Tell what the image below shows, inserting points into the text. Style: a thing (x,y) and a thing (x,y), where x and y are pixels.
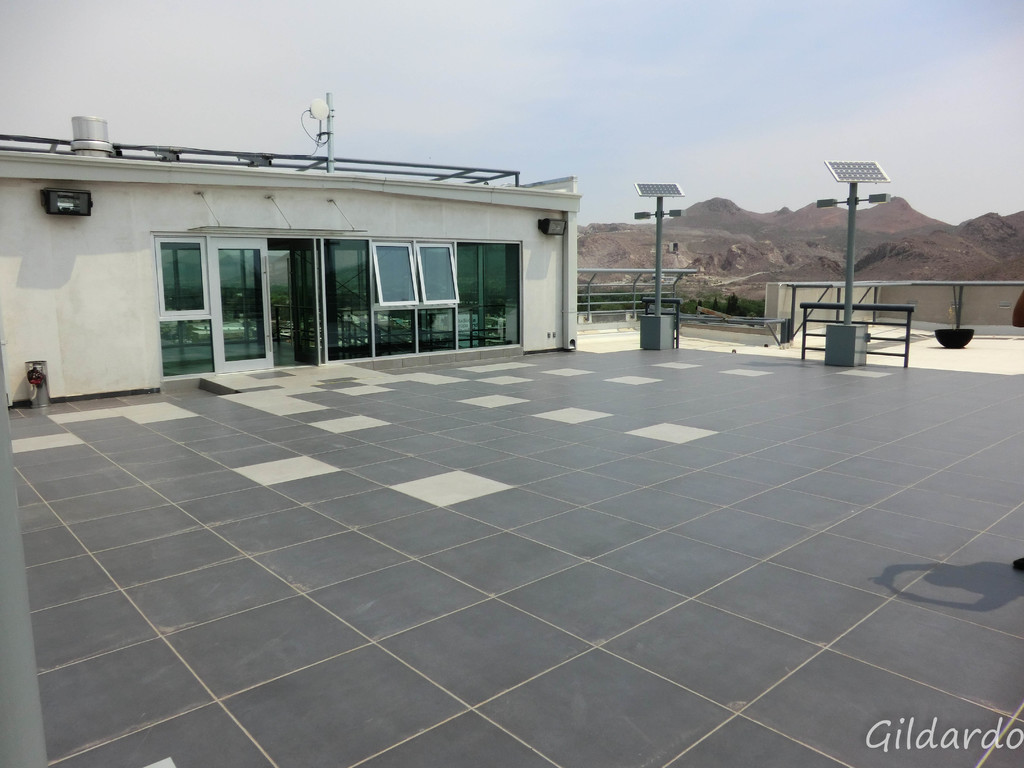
In this image there is the sky (421,79) towards the top of the image (412,33), there are mountains (824,228) towards the right of the image (769,254), there are poles (847,311), there are solar panels (872,178), there is a wall (505,224) towards the left of the image (24,264), there are windows (390,291), there is a door (308,286), there is floor (417,376) towards the bottom of the image (643,583), there is an object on the wall (474,219), there is a person's shadow (957,586) towards the right of the image (936,576), there is text (944,746) towards the bottom of the image (956,740), there is an object (951,333) on the floor (928,358).
